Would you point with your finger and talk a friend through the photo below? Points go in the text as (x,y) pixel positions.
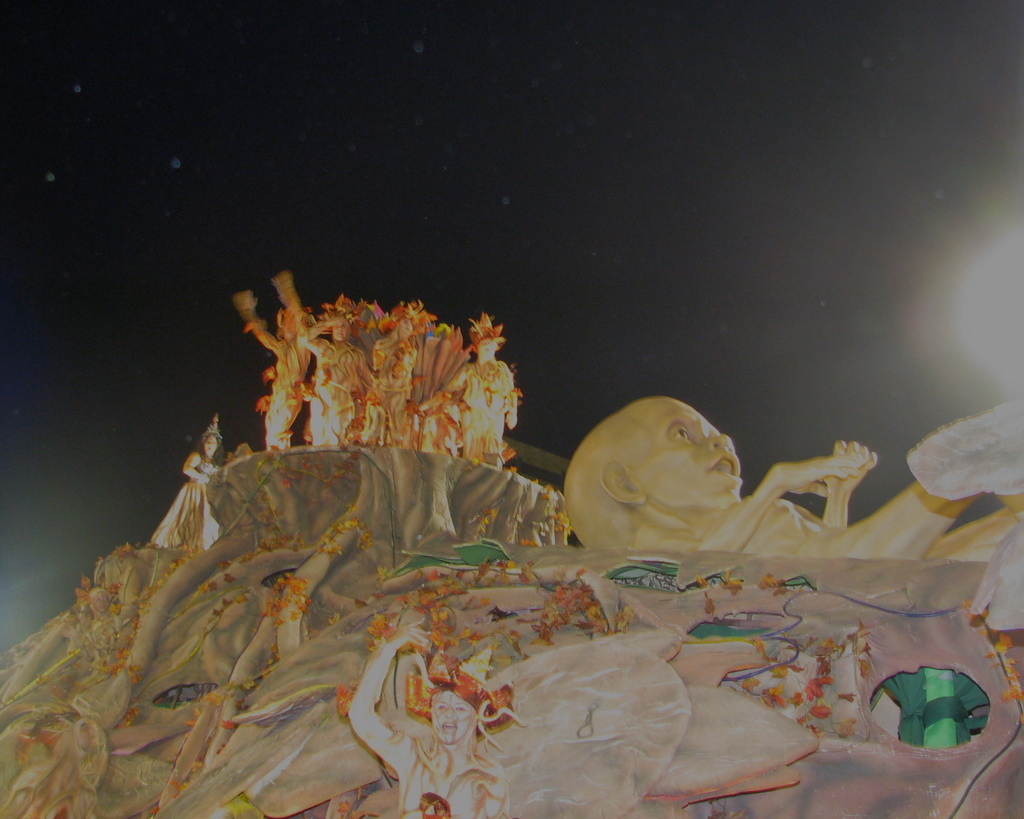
In this image there is a sculpture (332,521), at the top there are people (402,388) standing wearing costumes (291,425), in the background (242,425) it is dark.
